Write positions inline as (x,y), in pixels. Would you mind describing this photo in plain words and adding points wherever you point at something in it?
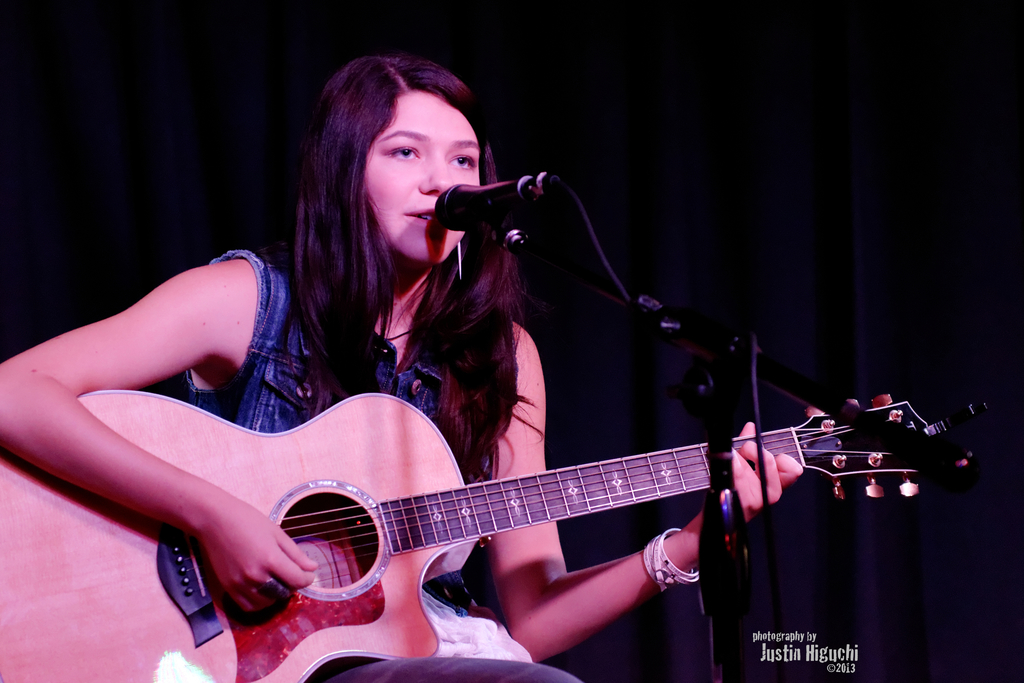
Here is a woman (282,382) playing guitar (389,494) and singing a song. This is a mike (516,187) with the mike stand (732,400).
